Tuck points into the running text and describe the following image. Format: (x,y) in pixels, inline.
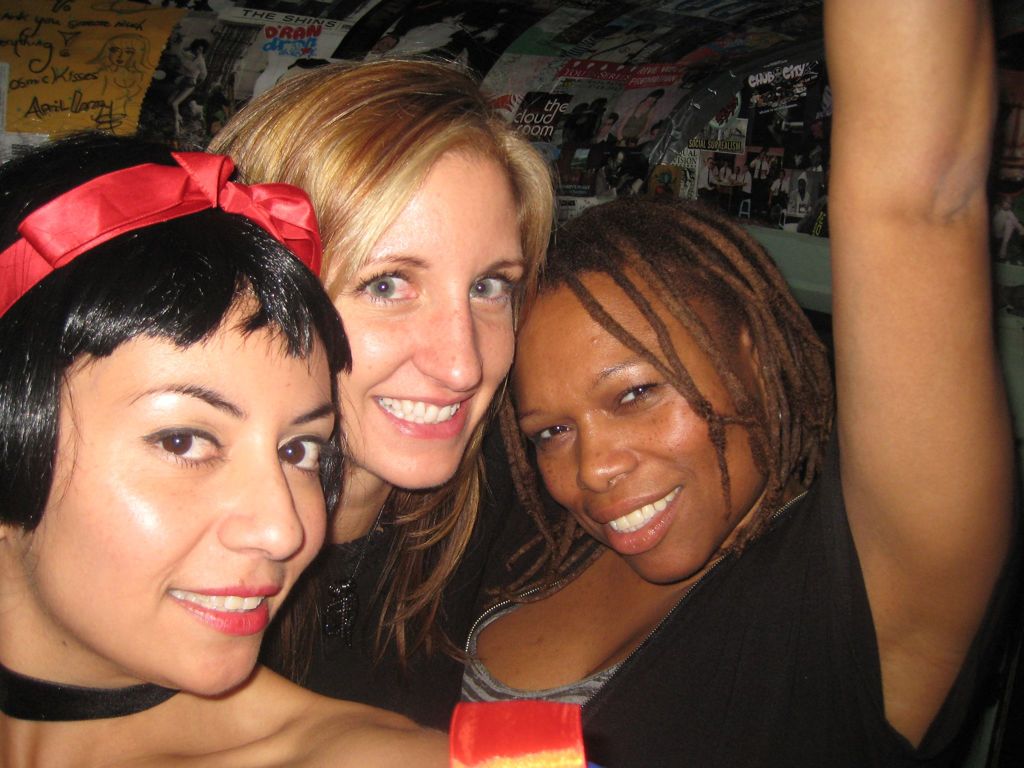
In this image I can see three persons (616,515). The person (694,537) at right (694,537) wearing black color dress (481,554) and the person (347,544) in the middle (421,509) wearing black dress (371,594), background (344,39) I can see few stickers (538,68) attached to the wall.
